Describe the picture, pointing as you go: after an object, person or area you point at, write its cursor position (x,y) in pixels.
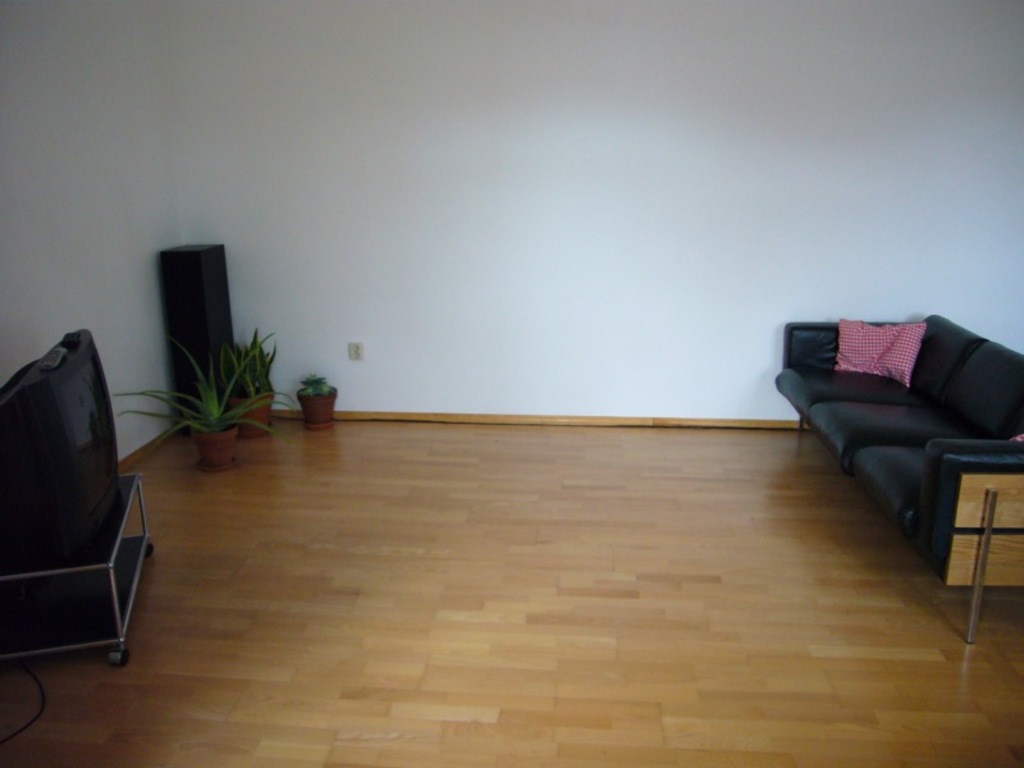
The picture is clicked inside the room (940,437) with black sofa (926,426) on the right side of the image (906,424). A tv stand (86,584) with tv (71,490) is on the left side of the image (70,513). There are also three flower pots (212,419) and a black sound box (186,295) behind it. The background (669,349) is white in color and the floor (595,644) is wooden.
